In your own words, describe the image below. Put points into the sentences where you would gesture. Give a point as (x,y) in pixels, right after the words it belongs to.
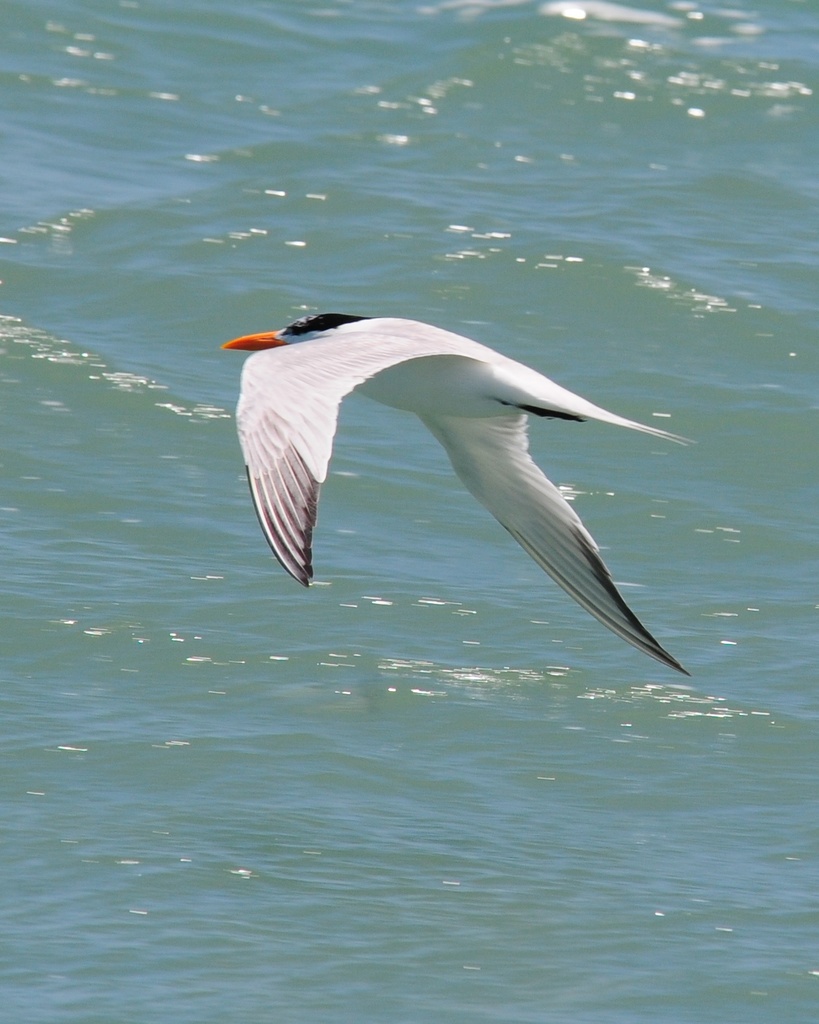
In the center of the picture (360,392) there is a bird (526,446) flying. In the middle of the picture (543,633) it is water (136,363).
